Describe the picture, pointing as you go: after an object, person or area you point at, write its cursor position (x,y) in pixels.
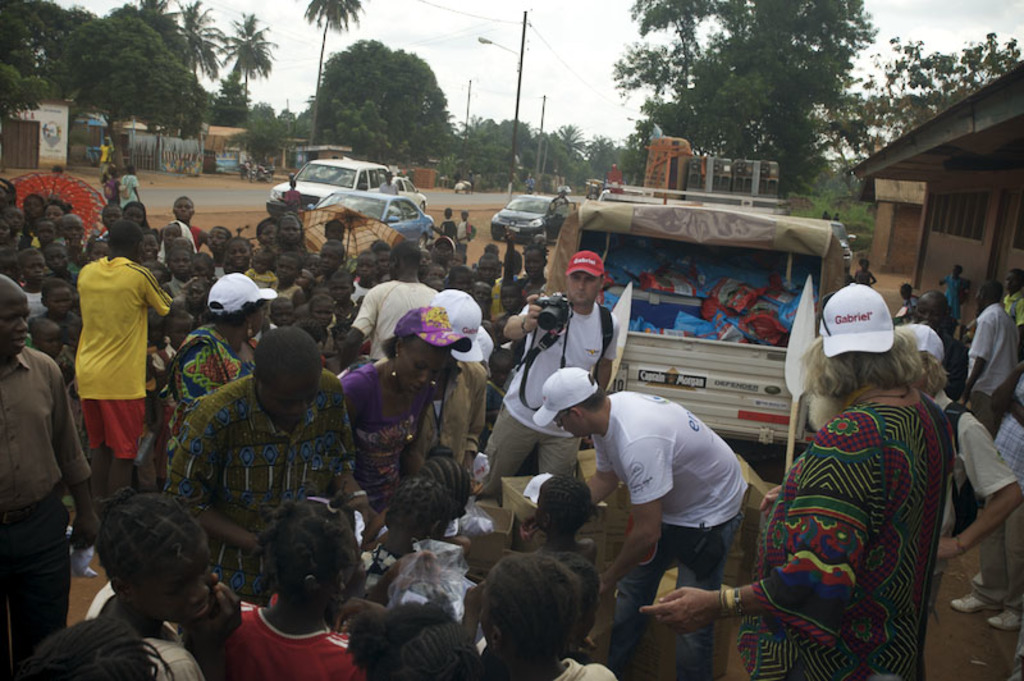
In this picture there is a group of men and women (264,362) standing in the ground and unpacking the food (434,586) in the brown card boxes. Behind there is a man (556,331) wearing white color t-shirt (556,345) and taking the photographs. Behind there is a trolley (691,365) full of food (719,310) and some African boys (305,264) standing and looking to them. In the background (222,196) there is small road lane (447,195) and many trees (269,156).
